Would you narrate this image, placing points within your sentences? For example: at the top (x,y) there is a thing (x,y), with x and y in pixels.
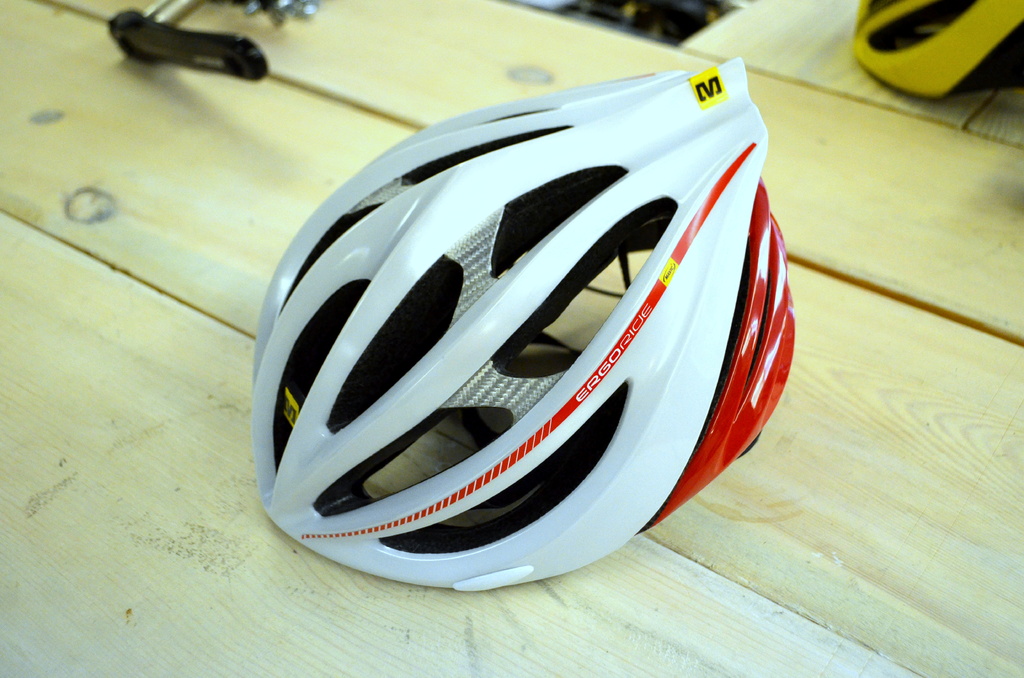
In this picture I see a helmet (576,502). it is the white and red in color on the middle of the table (563,31) and on the right (976,45) I see another helmet (982,58) on the another table (1006,104) and on the left (260,72), I see a metal rod (117,40).
